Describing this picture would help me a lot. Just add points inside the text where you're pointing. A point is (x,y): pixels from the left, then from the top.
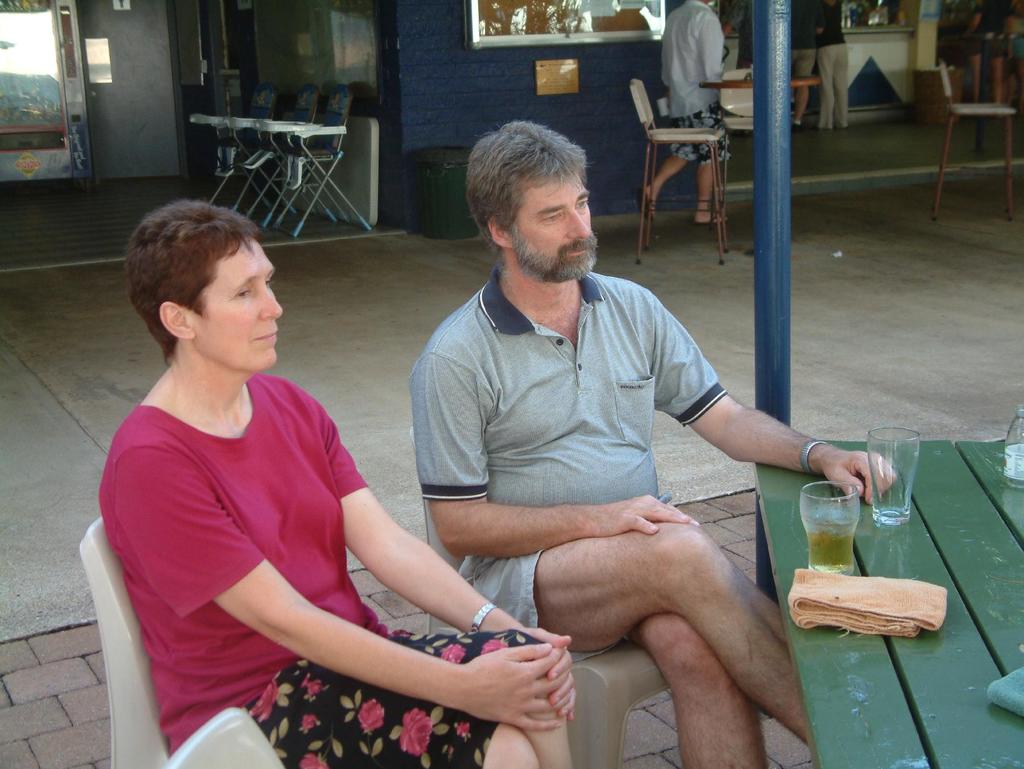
In this image I see a woman (459,607) and a man (666,350) who are sitting on chairs (115,737) and they're in front of a table (772,541) on which there are glasses (842,560) and clothes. In the background (1007,48) I see few more chairs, wall (478,53) and few people (678,37) over here who are standing.
